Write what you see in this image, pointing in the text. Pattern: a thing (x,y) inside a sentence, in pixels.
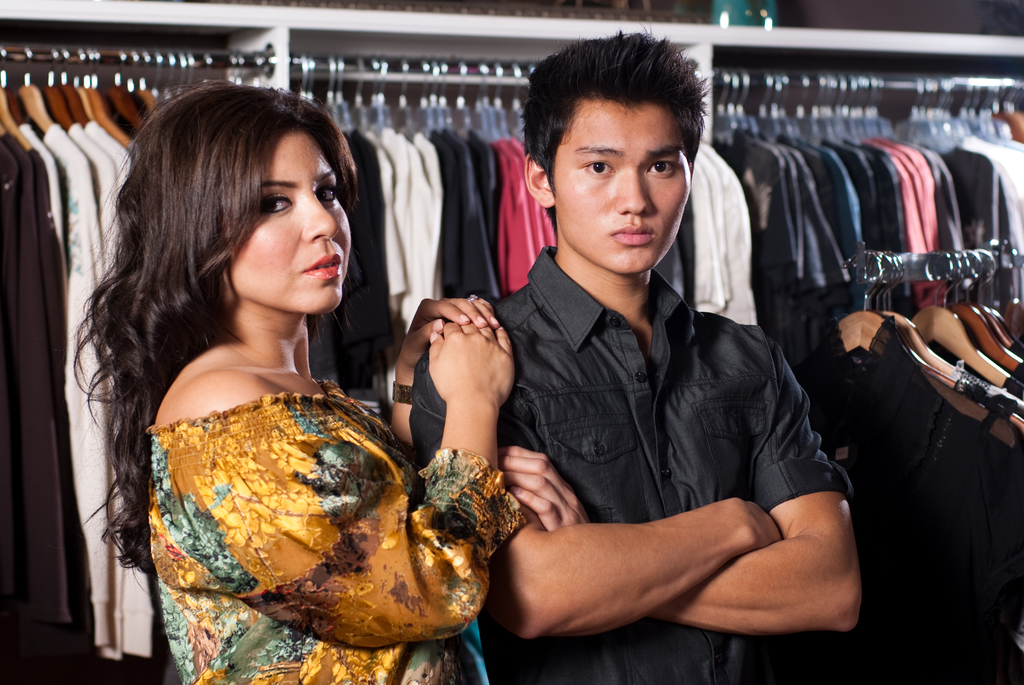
There is a couple (500,506) standing and there are few clothes (483,218) attached to the rod (790,82) above it in the background (849,81).
